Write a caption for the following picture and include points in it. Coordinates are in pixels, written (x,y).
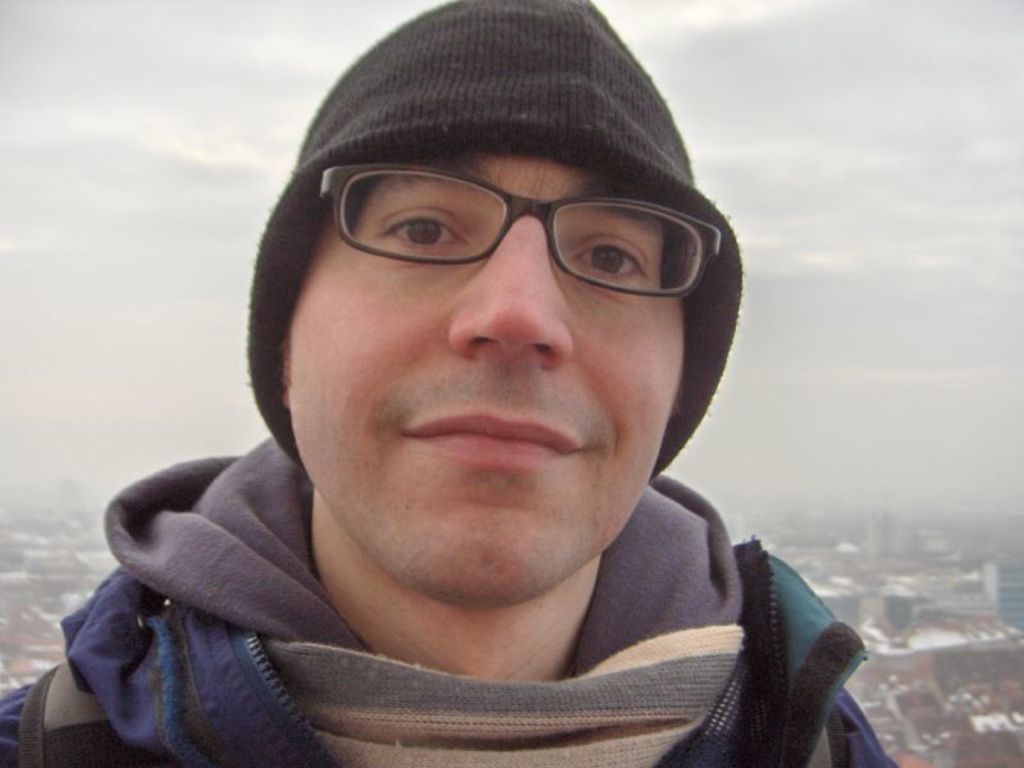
As we can see in the image in the front (547,354) there is a man (524,426) wearing cap (424,84), spectacles (523,198) and jacket (165,647). In the background (878,611) there are buildings (6,599). At the top (901,144) there is sky (916,194).
